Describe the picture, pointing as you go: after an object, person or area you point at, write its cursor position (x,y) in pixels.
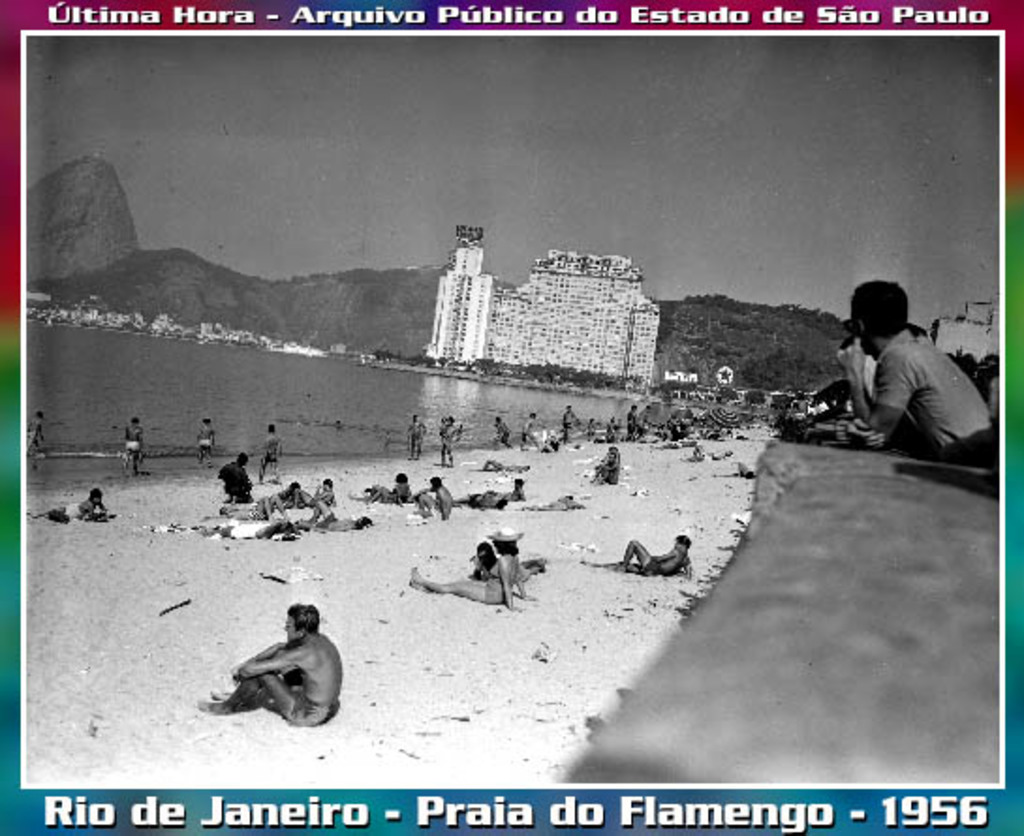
At the top of the image (189,207) we can see sky (262,131), hills (140,269), skyscrapers (564,330), trees (593,383) and sea (347,393). At the bottom of the image (503,613) we can see persons (878,431) looking from the wall (881,491) and some persons (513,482) are sitting and standing at the seashore (427,606).
